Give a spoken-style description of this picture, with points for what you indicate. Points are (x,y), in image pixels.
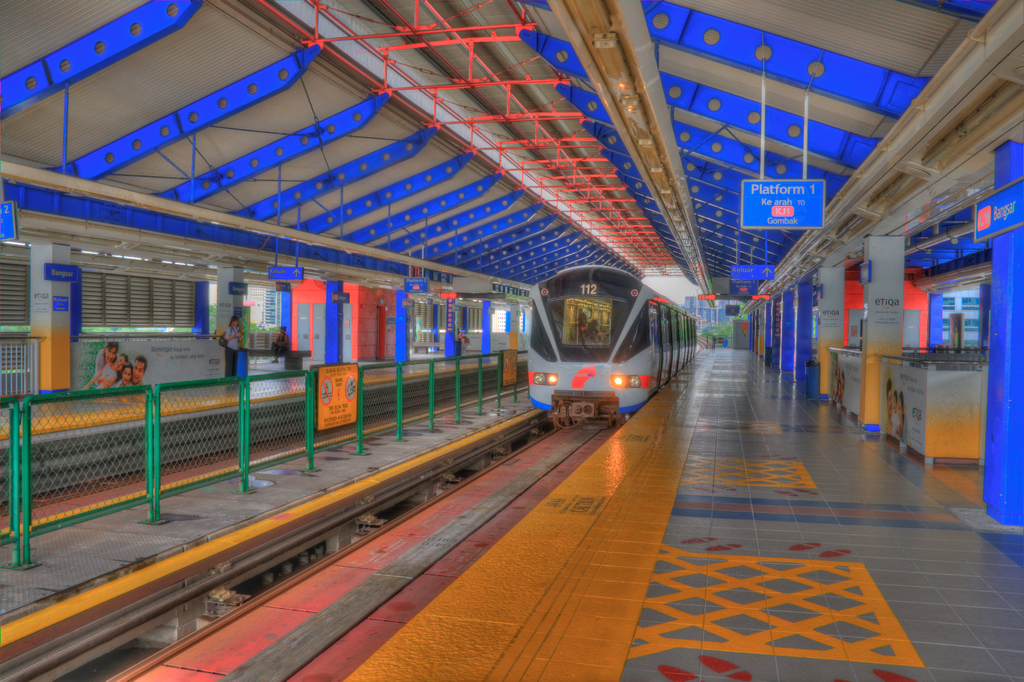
In the picture I can see a train (571,396) on a railway track (494,466). This is a railway platform (653,444). In the background (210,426) I can see fence (178,444), a person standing on the platform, a board (745,272) attached to the ceiling (833,195) and some other objects (978,435).
